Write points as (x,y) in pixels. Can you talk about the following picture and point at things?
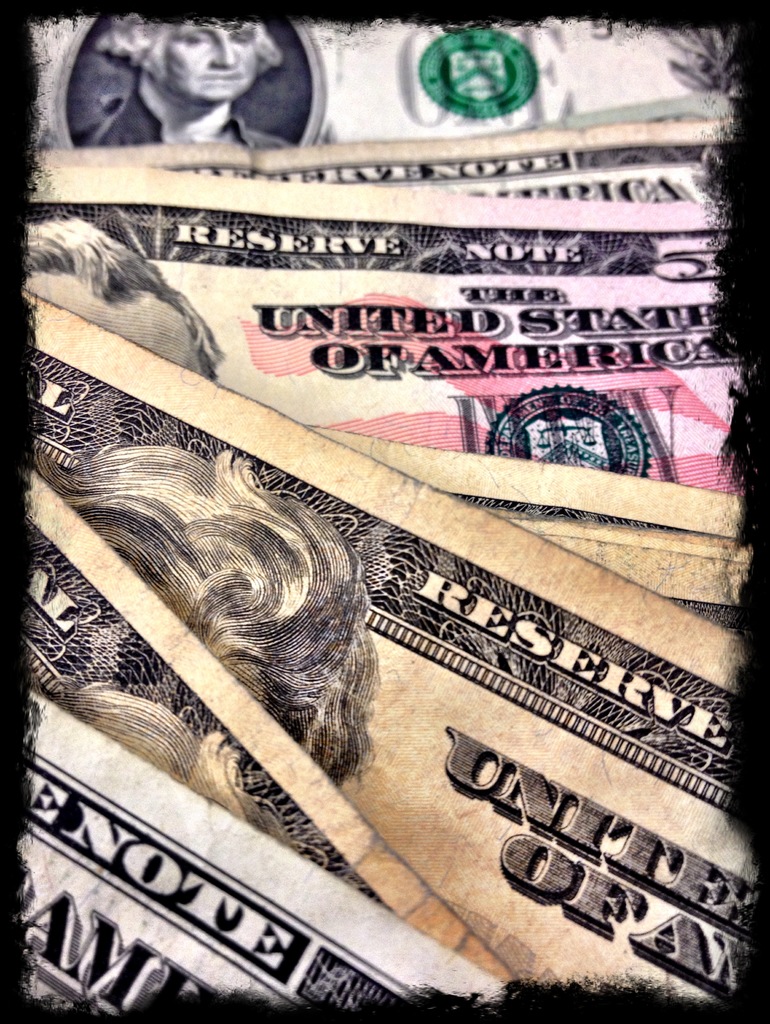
In this image there are currency notes (371,594) one above the other.
